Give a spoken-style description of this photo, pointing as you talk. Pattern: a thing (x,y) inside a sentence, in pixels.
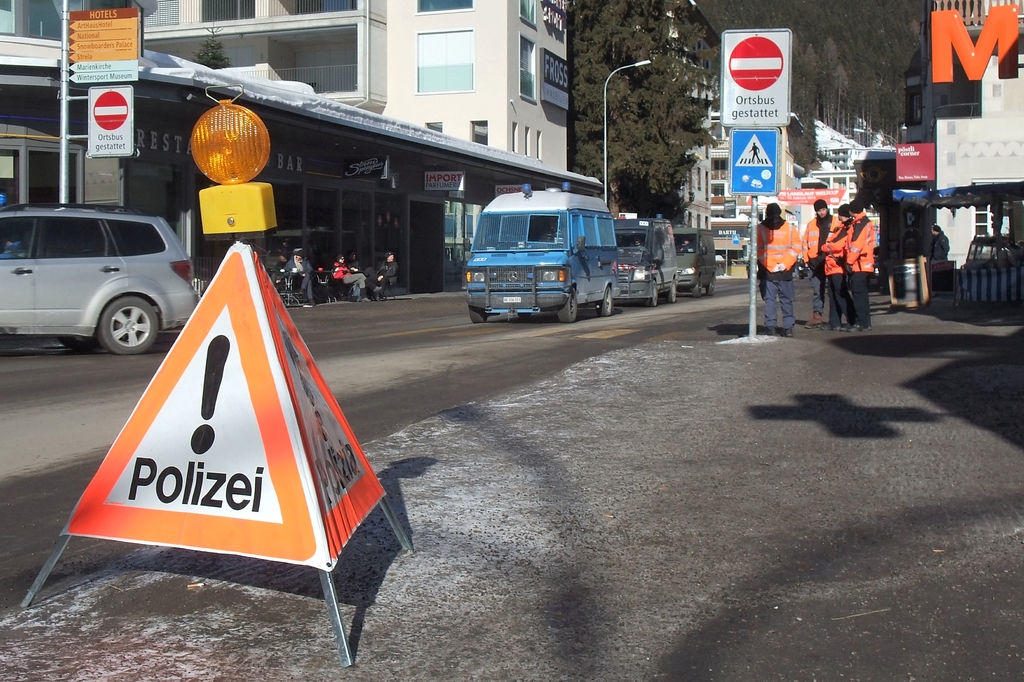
In this image I can see there are buildings (784,178) and there is a board (789,96) with text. And there is a sign board (241,416) and light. And there are vehicles (174,301) on the road (361,303). There are persons (384,285) sitting on the chair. And there is a rod (67,54) with a banner (106,72). And there are mountain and trees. And there is a wall (985,129) and some objects (996,294). And there are few persons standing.
